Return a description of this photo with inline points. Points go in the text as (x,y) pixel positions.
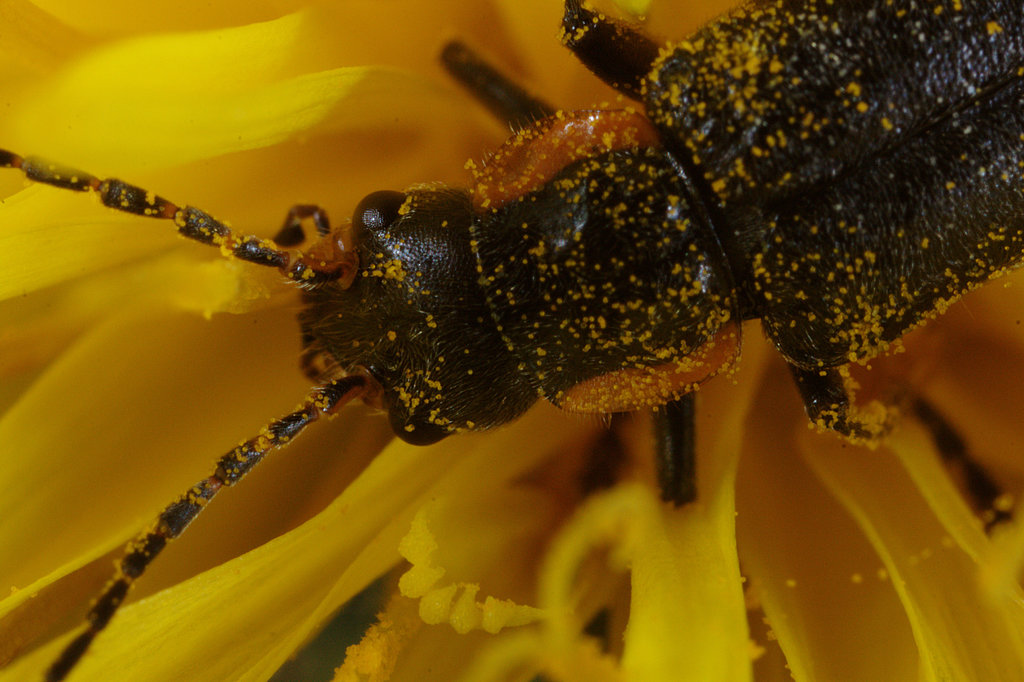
In this picture we can able to see an insect (761,168) on a flower (304,106). This flower (189,108) is in yellow color.
